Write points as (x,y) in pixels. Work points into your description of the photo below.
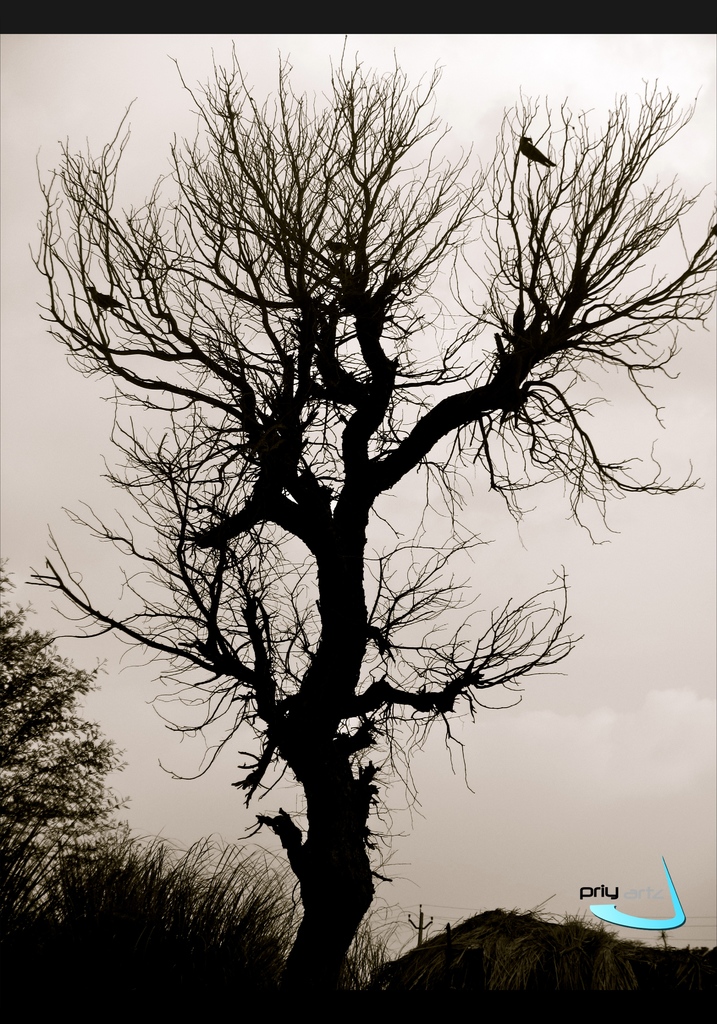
In this image, at the bottom (206,889) we can see some plants (7,963) and in the middle (305,346) we can see a tree (233,79) and in the background (467,590) we can see the cloud (34,185).
